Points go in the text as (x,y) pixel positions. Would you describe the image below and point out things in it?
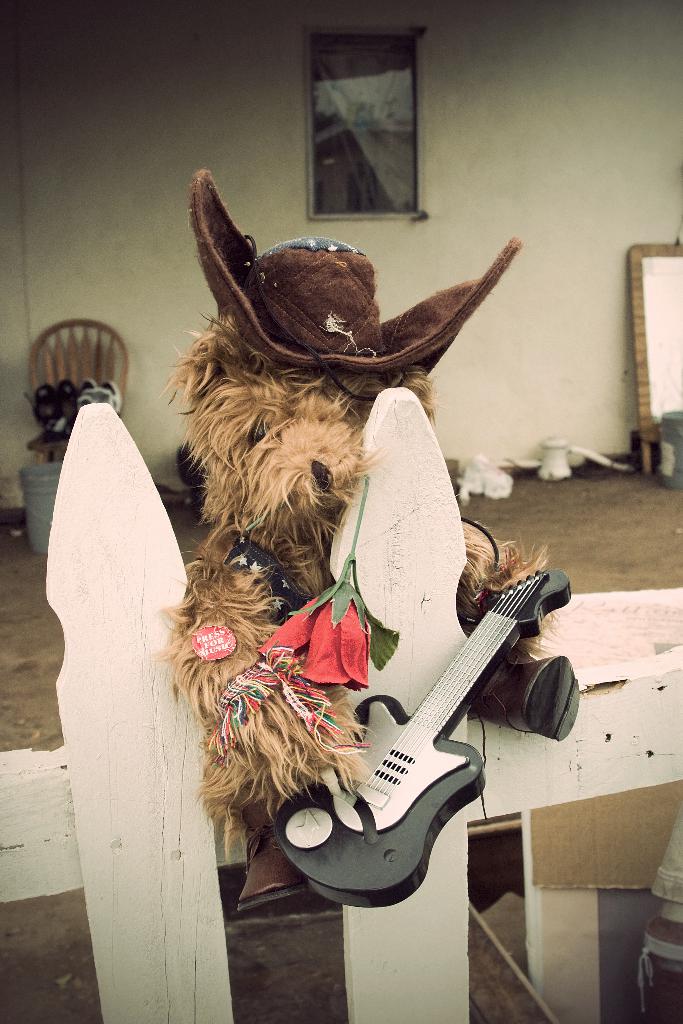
In this picture there is a toy (177,648) on the fence (173,714). The toy (318,582) is holding a toy guitar (370,714), flower (322,670) and a hat (311,325). In the background (635,261), there are some objects (52,441) to the wall (474,403). On the top (408,139), there is a window (382,187).
